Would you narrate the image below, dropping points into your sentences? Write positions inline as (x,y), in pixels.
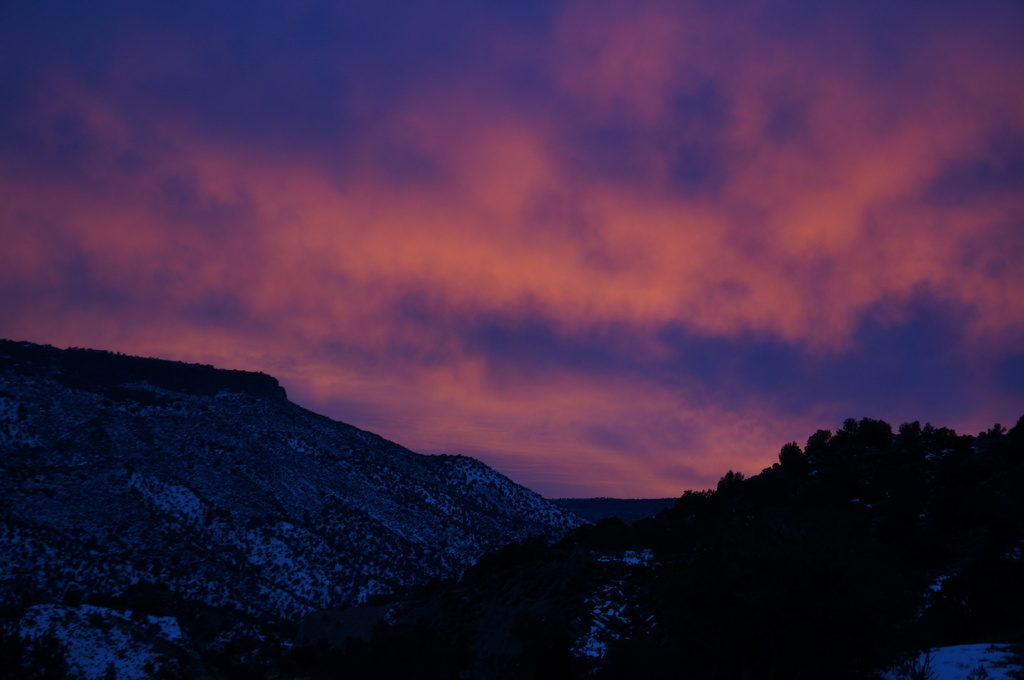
In this image we can see sky (494,304) with clouds (409,342), hills (232,558) and trees (489,551).
